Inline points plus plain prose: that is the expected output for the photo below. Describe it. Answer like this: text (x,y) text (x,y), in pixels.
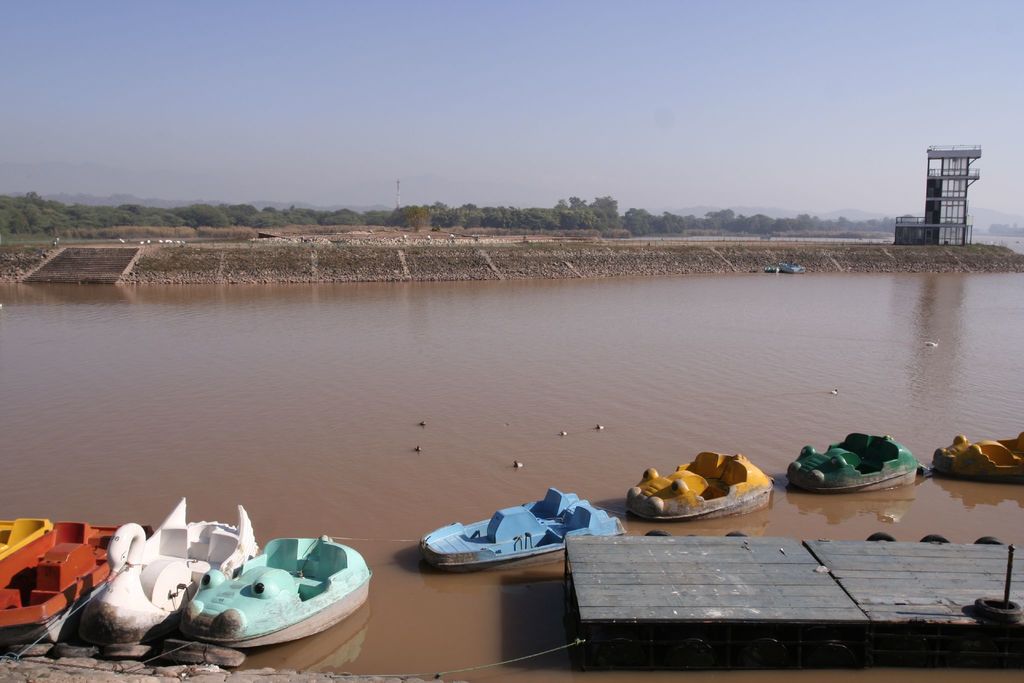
In this image there is a river (600,410) and we can see boats (468,559) on the river (348,507). On the right (988,570) there is a boardwalk (871,563). In the background (993,133) there is a tower (951,202), trees (481,215) and sky (385,113).
